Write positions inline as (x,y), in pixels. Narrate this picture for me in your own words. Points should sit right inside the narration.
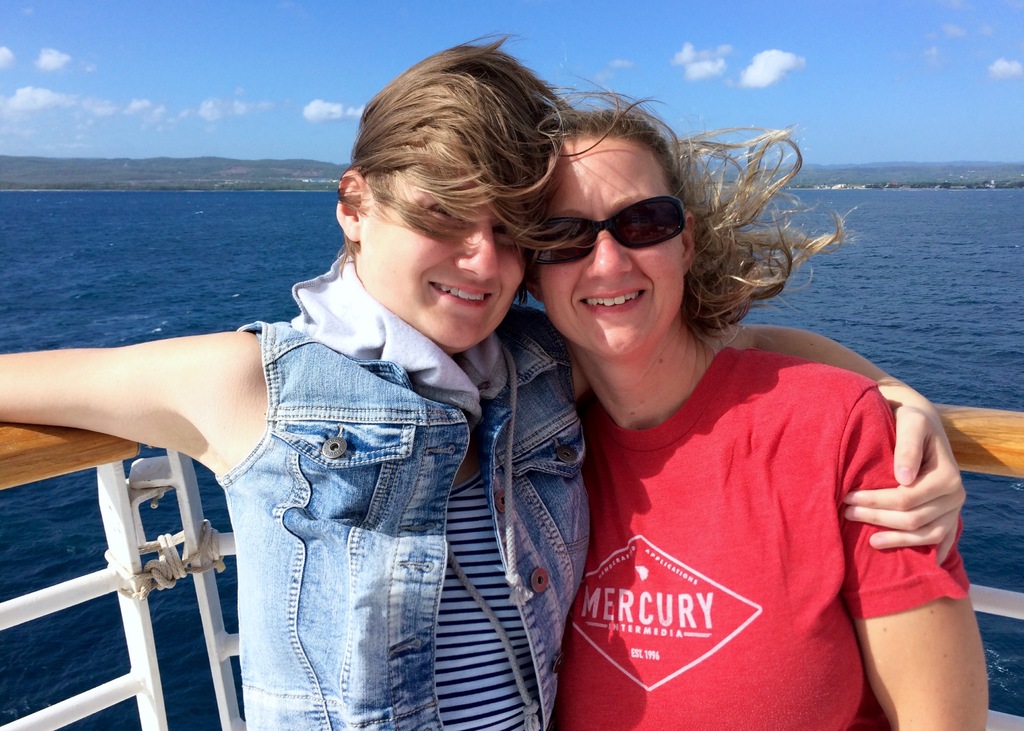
In this image we can see two persons (662,531). One person (658,367) is wearing goggles (565,230). In the back (181,462) we can see railing (130,525). Also there is a rope (148,574). In the background (160,264) there is water (174,256). Also there is sky (658,87) with clouds (765,85).
